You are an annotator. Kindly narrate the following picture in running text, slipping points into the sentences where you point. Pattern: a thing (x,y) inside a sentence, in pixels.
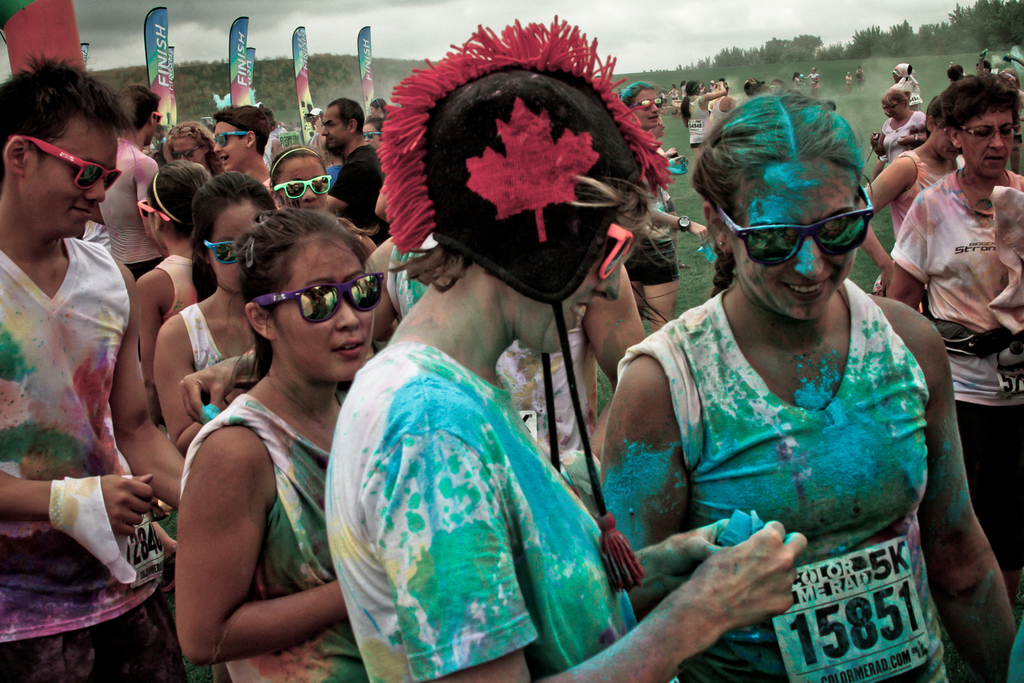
In the center of the image (491,413) we can see people (513,195) standing. They are all dressed in costumes (726,393). In the background (205,111) there are flags (368,82), trees (801,44) and sky (631,28).
